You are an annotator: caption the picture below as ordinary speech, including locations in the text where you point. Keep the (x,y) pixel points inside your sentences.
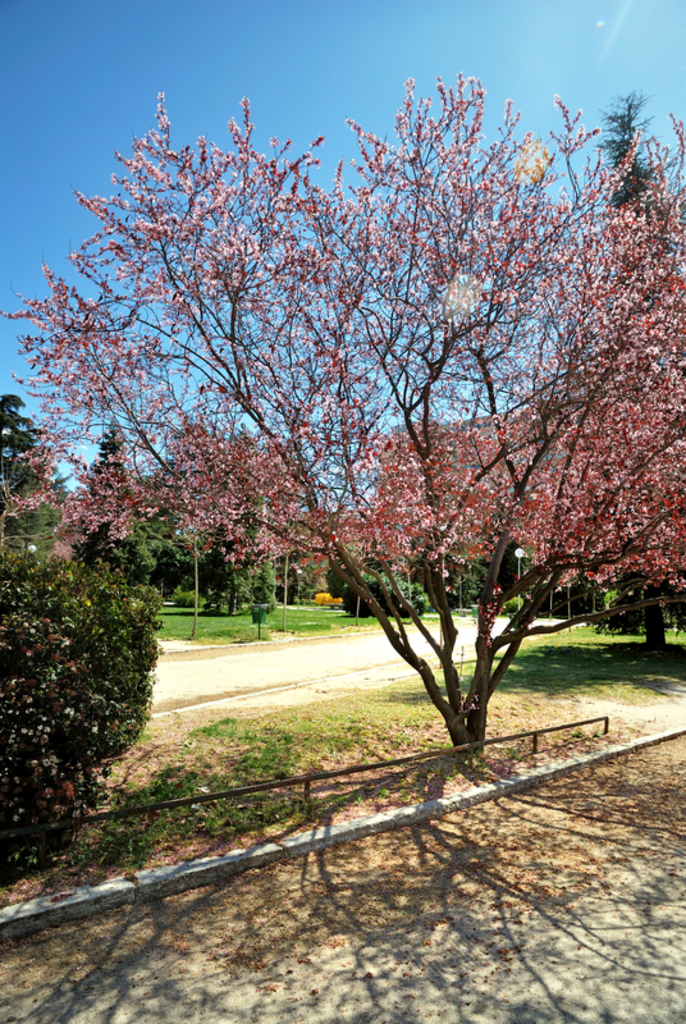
In this picture we can see some trees (600,442) here, there is grass (247,619) here, we can see the sky (285,59) at the top of the picture (270,66).
